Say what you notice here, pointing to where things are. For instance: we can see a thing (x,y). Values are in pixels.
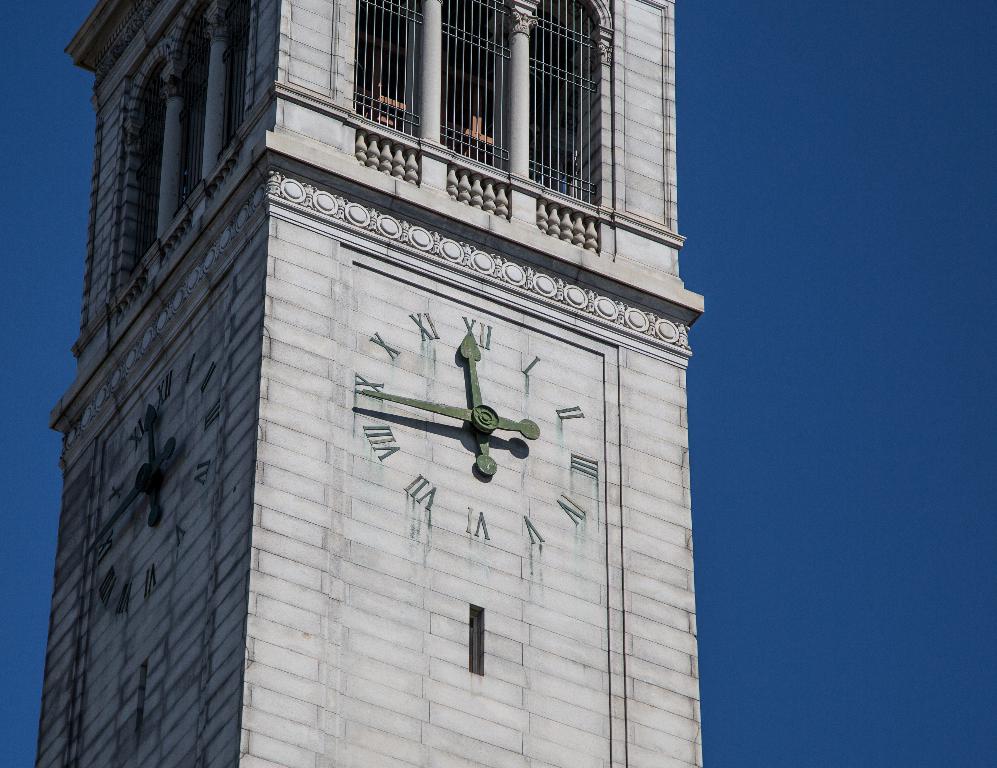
In the image we can see a tower (301,326), fence (545,121), clock (490,378) and a blue sky (800,419).
